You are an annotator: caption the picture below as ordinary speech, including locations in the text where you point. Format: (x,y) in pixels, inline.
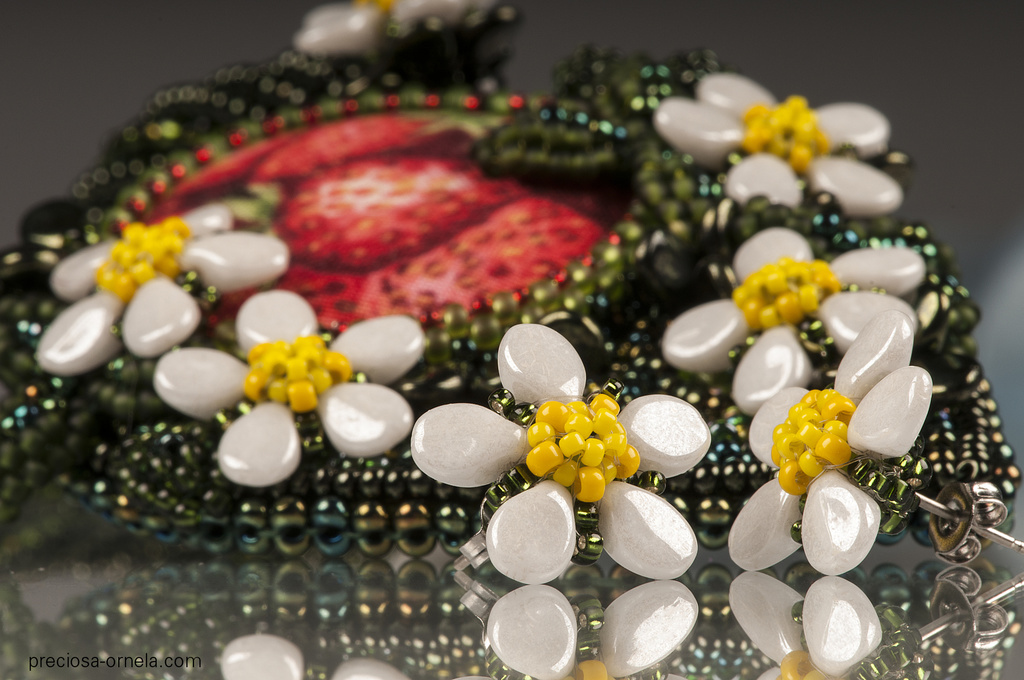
In this image we can see jewellery item (565,423).
